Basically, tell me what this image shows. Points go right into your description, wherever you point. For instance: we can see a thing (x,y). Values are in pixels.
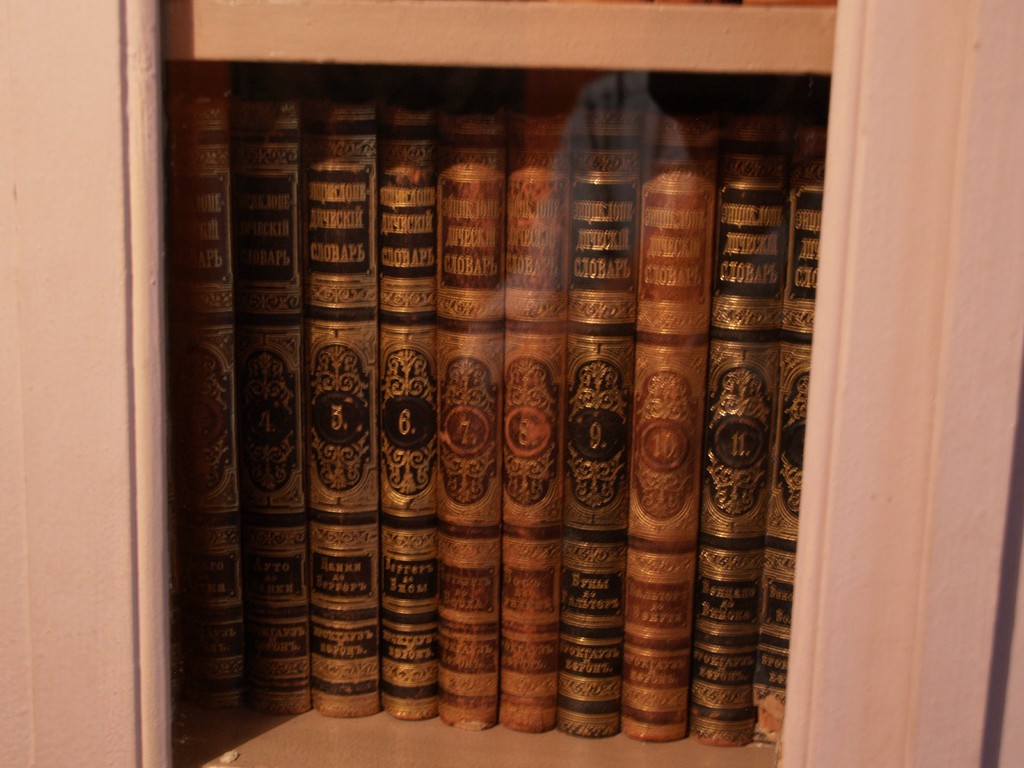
In this picture I can observe some things (412,573) arranged in a row in the middle of the picture (569,357). They are looking like books (191,431) in the shelf (108,122).
